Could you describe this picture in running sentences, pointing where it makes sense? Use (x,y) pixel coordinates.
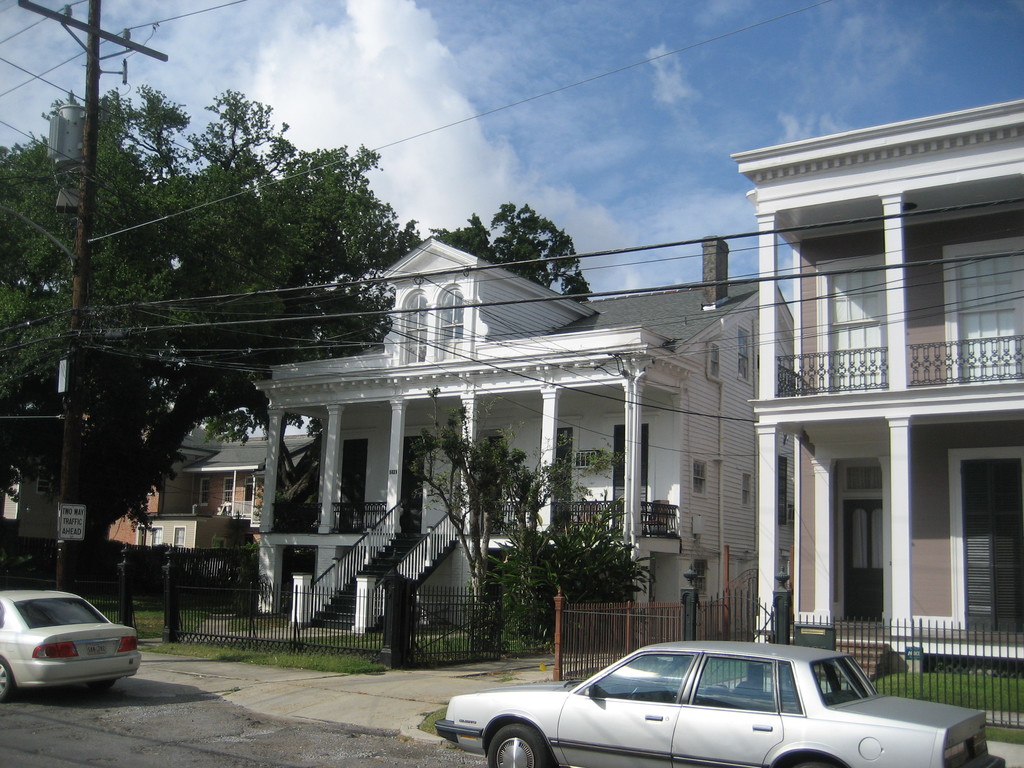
In the image there are cars (549,728) on the road (228,725) with buildings (577,460) behind it along with trees (515,571) on either sides and electric pole (83,126) on the left side (76,148) and above its sky (925,5) with clouds (440,102).
